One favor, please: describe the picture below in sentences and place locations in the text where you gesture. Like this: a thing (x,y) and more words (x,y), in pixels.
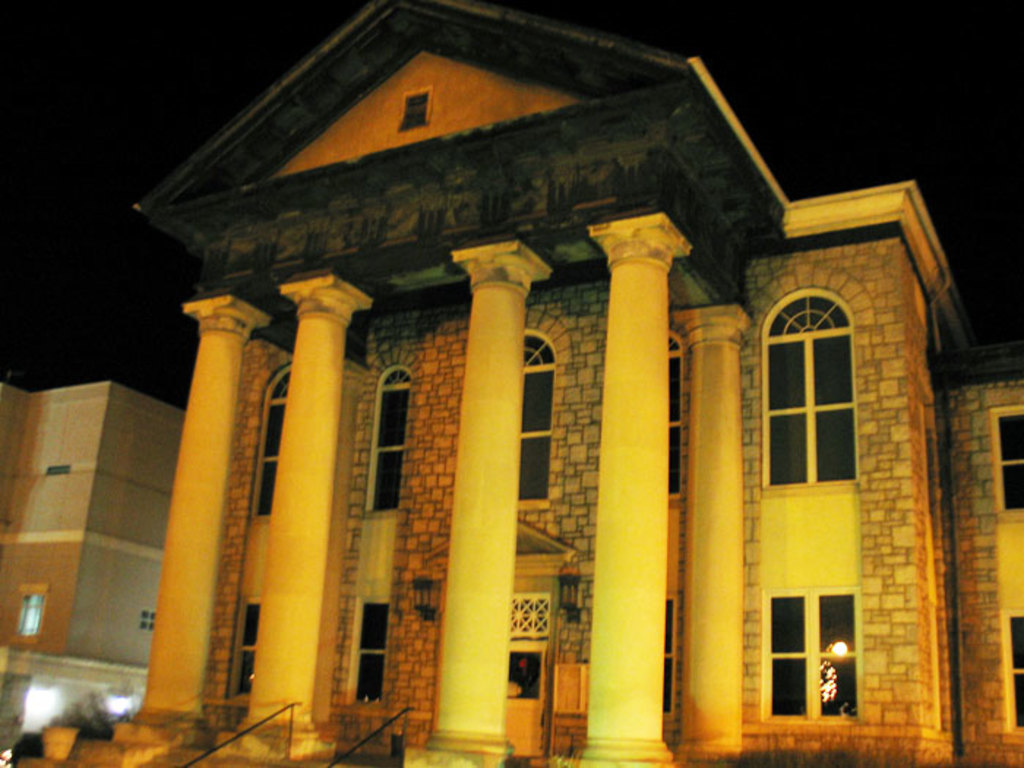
In this picture I can see a building (568,326) with windows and pillars (215,445). On the left side of the image (144,490) there is an another building (90,485), and there is dark background (17,273).
